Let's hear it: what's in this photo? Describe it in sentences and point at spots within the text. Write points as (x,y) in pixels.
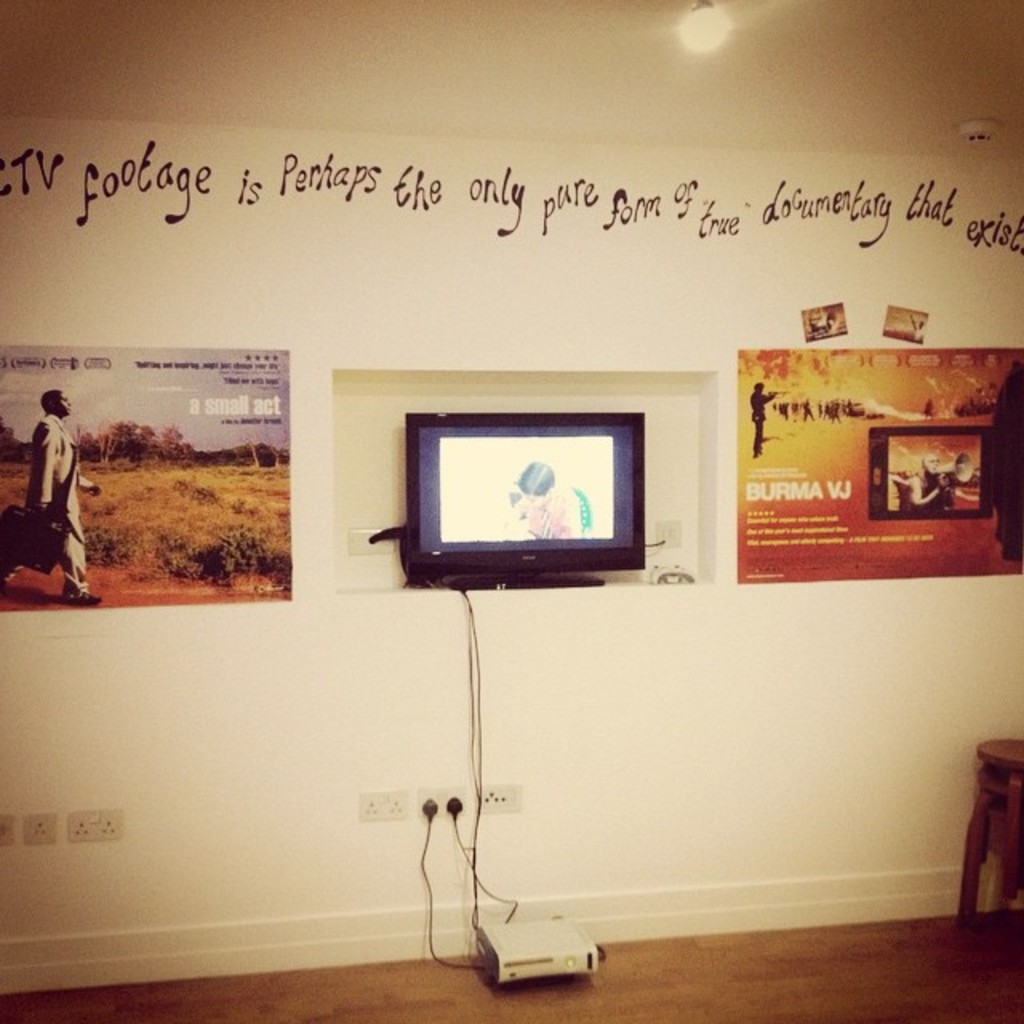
In this image we can see a wall (373,327), there is a television (524,421), and there are wires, beside there are posters (944,463), and at above there is something written on the wall (356,172), there is a stool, at the top (692,22) there is a light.
